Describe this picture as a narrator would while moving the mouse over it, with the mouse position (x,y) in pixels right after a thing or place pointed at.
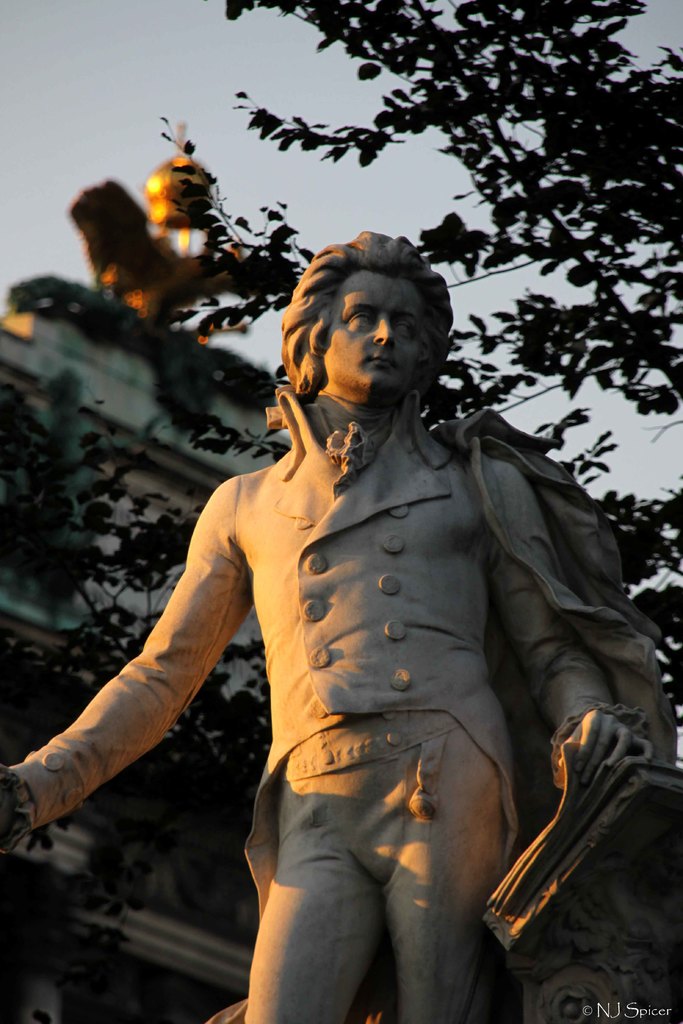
In the center of the image (298,623) we can see a statue (352,646). On the backside (204,357) we can see a building (126,399), branches (496,335) of a tree (285,239) and the sky (473,292) which looks cloudy.
